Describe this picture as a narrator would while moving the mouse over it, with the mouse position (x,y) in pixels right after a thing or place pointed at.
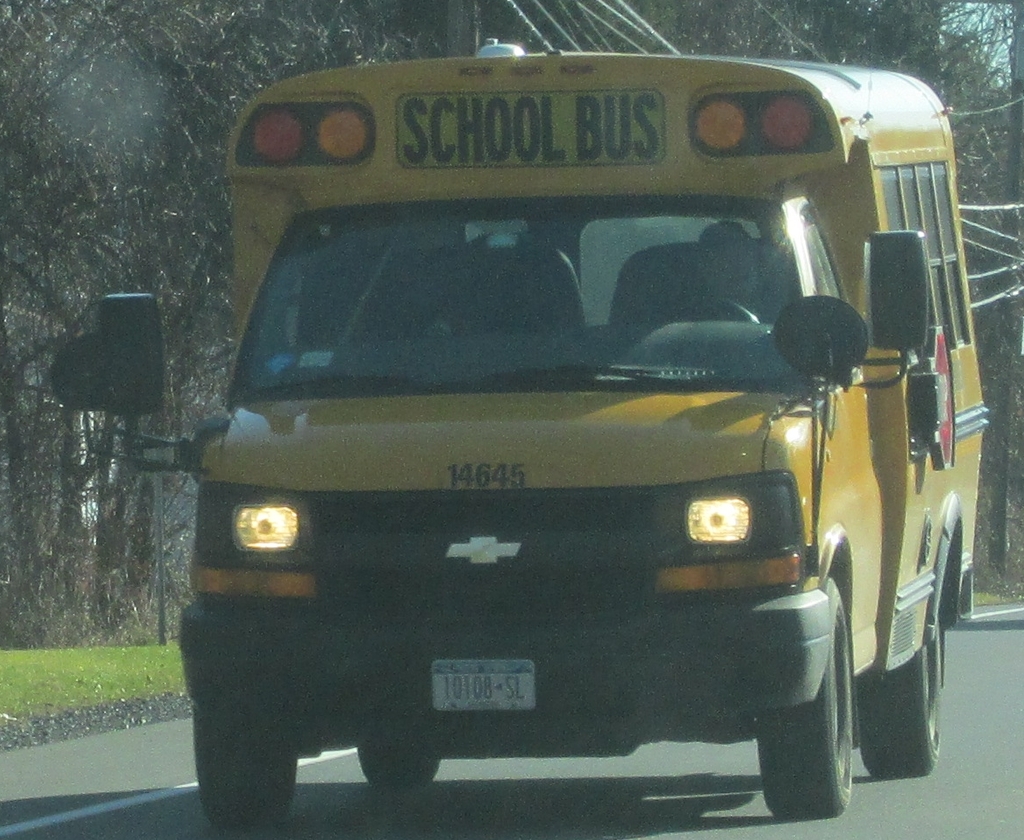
In the center of the pictures there is a bus (450,412), on the road (555,811). In the background (228,138) there are trees (303,6), current pole (468,21), cables (997,209), gravel (145,712) and grass (84,680).
